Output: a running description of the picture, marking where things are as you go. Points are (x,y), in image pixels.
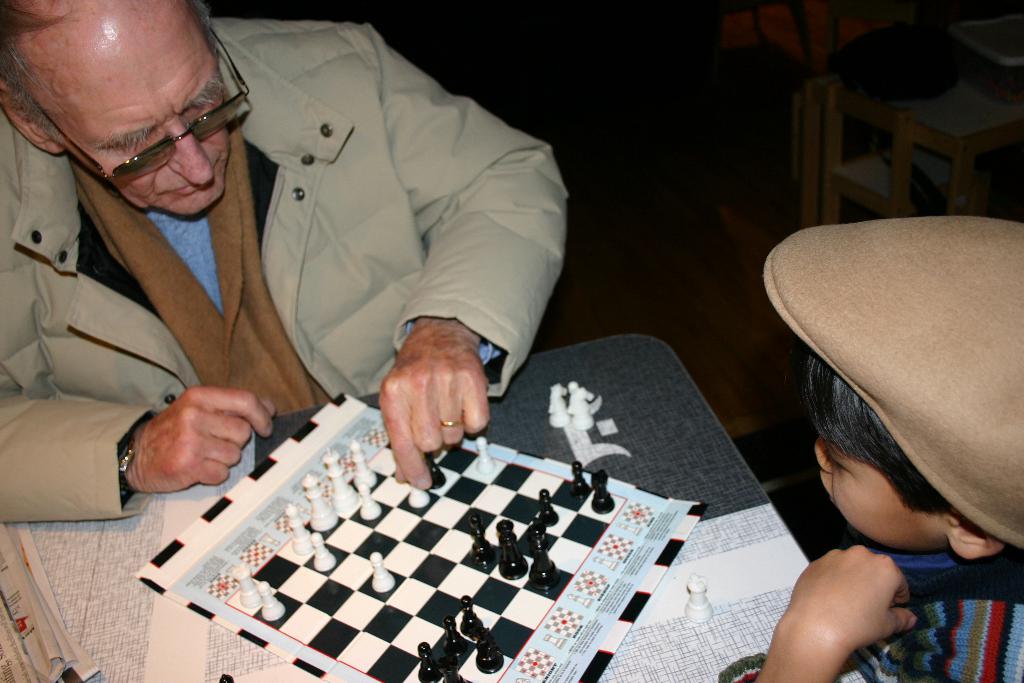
IN this image there is one man (376,341) and one boy (818,564) and boy (1014,388) is wearing a hat (976,375) and sitting, and in front of them there is a table (603,440) and it seems that they are playing chess and there is a chess board (472,456) and coins (546,579). And on the left side (22,616) there are some papers (13,591), and in the background (932,81) there are some objects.
